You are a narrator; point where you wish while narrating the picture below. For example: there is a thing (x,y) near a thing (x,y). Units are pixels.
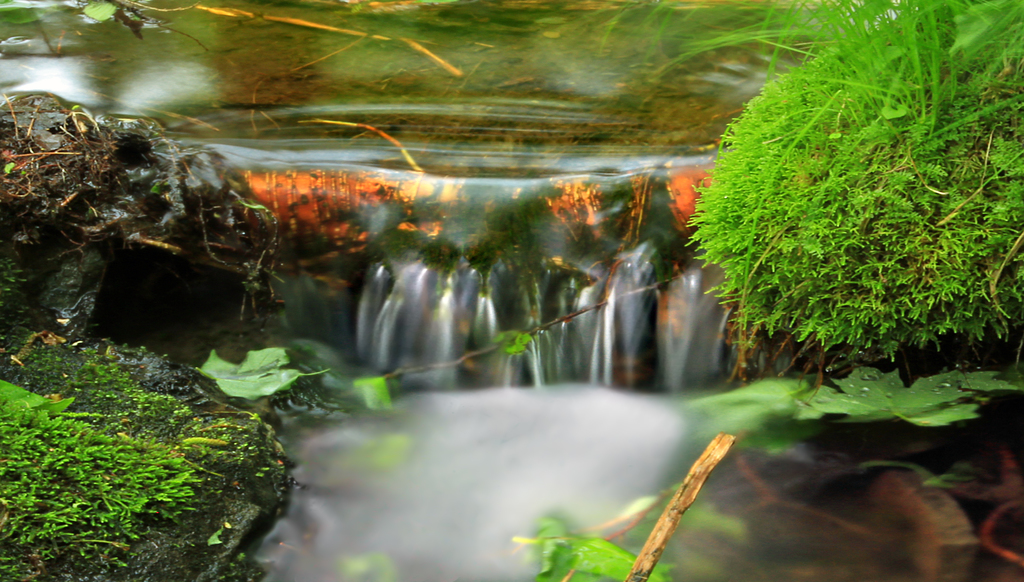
In this image we can see water flow (557,291) and to the right side (712,398), we can see group of plants (807,241).
